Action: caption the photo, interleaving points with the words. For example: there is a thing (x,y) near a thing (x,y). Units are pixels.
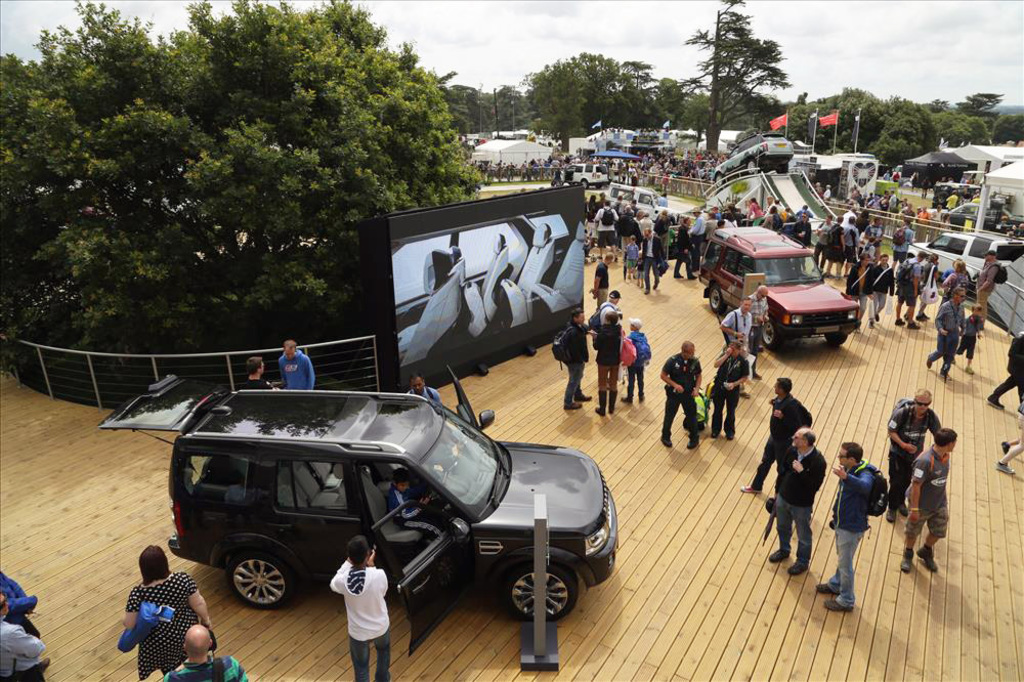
In this image we can see a group of people (612,171) and some vehicles (374,423) on the ground (633,457). We can also see a fence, a board (386,331) with some pictures (413,329) on it, a car (745,147) on a ramp (785,177), a group of trees (435,183), some houses (806,162) with roof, tents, and outdoor umbrella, some poles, the flags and the sky (882,0) which looks cloudy.
